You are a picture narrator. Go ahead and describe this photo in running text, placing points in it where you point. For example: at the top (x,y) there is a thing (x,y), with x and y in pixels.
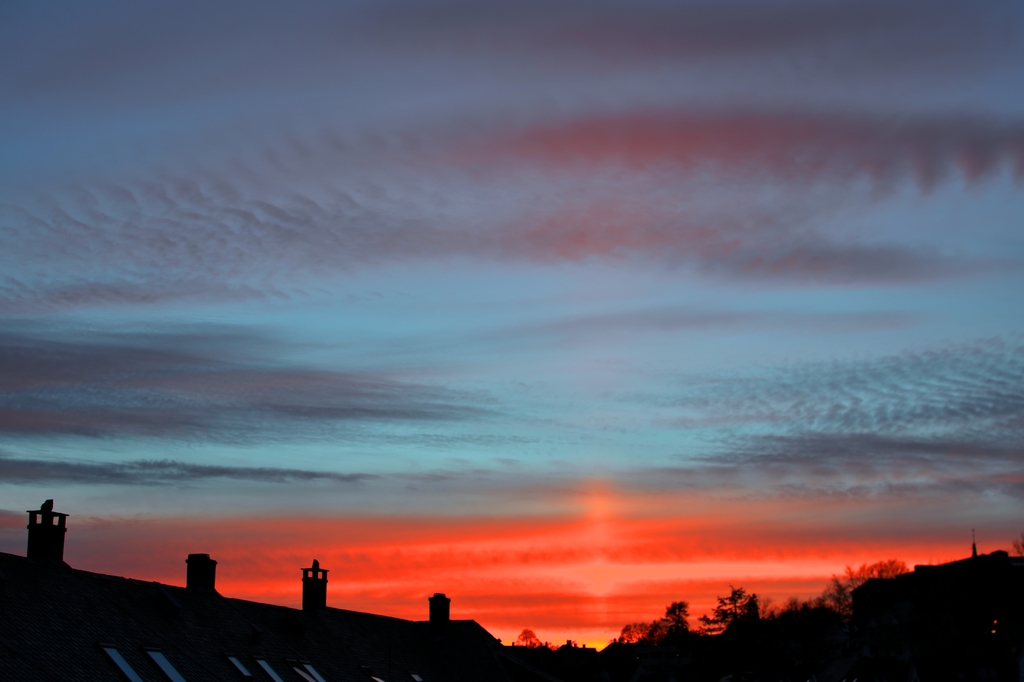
In the image in the center (435,346), we can see the sky (619,281), clouds (696,311), trees (737,641), poles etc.
